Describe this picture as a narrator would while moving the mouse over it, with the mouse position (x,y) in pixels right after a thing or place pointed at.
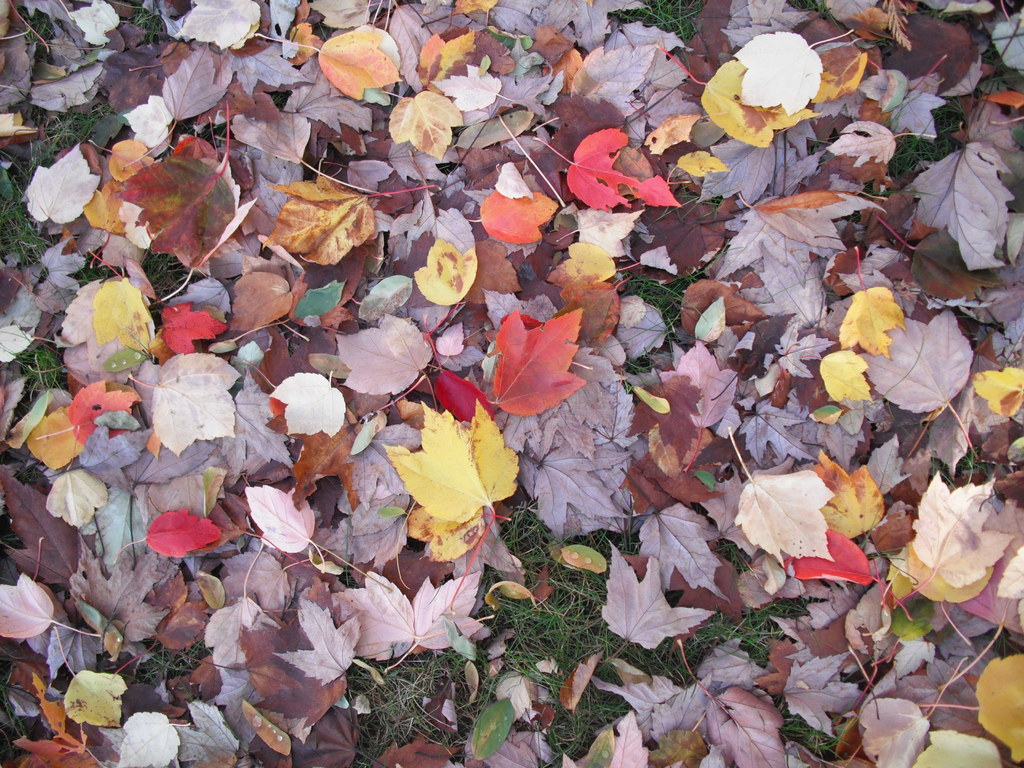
In this image, we can see some leaves (741,109) on the grass (54,131).
